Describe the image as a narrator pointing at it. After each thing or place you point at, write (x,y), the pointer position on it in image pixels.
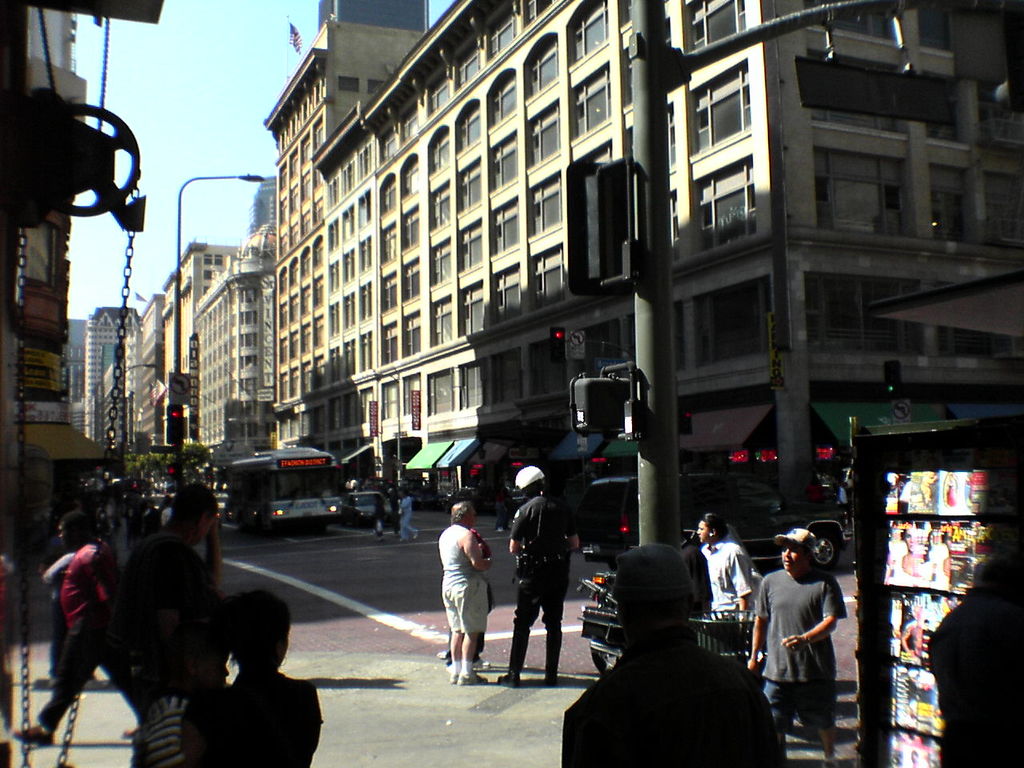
In the picture I can see few persons (672,661) standing and there is a book shelf (928,630) in the right corner (928,703) and there is a green pole (661,445) beside it and there is a traffic signal (179,421), few vehicles (278,487) and buildings (181,306) in the background (292,294).
